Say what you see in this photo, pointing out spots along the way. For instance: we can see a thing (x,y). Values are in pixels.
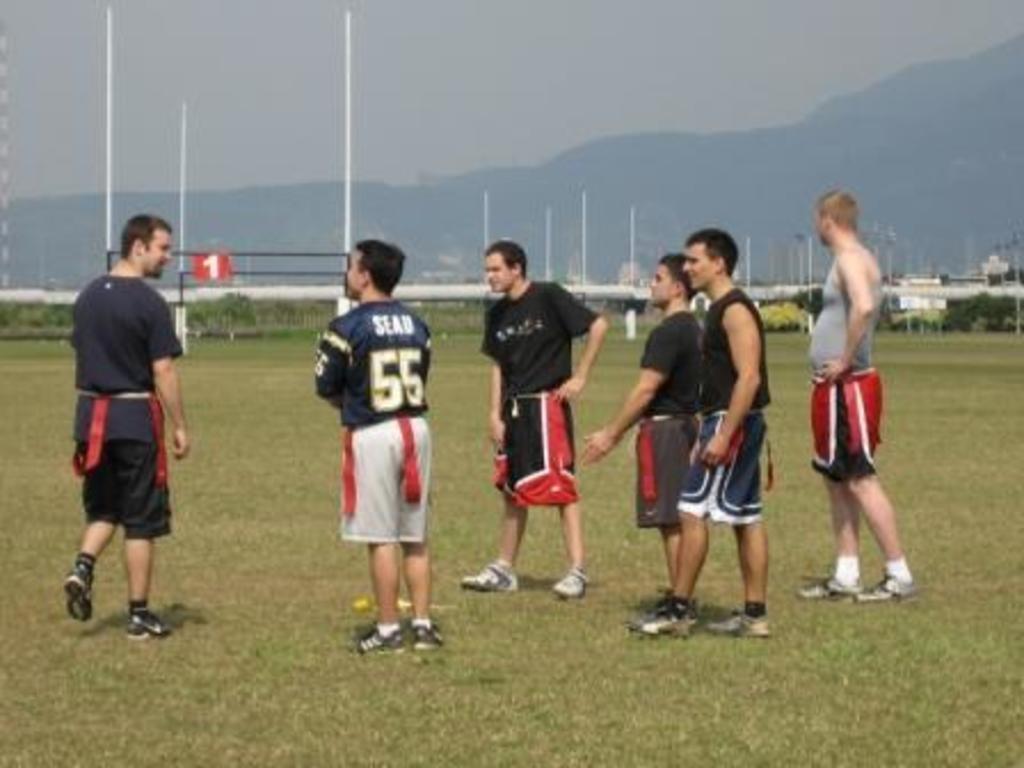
In this picture we can observe some men (496,456) standing in the ground (316,638). There is some grass (313,661) on the ground (275,453). We can observe white color poles (107,80). There are some plants (987,304). In the background (203,221) we can observe hills (416,215) and sky (522,102).
